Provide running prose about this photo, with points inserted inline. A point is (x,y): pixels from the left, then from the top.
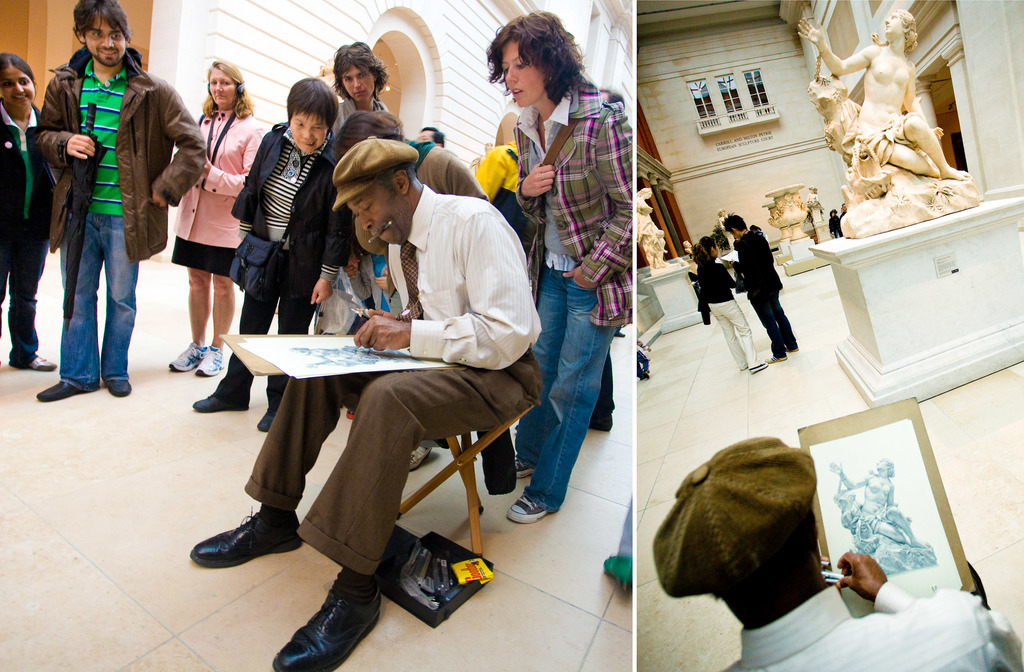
This image consists of many people (89,344). It is edited and made as a collage. To the right (911,666), there is a man (791,483) sketching the statue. At the bottom (305,592), there is a floor (309,574). It looks like a museum.
